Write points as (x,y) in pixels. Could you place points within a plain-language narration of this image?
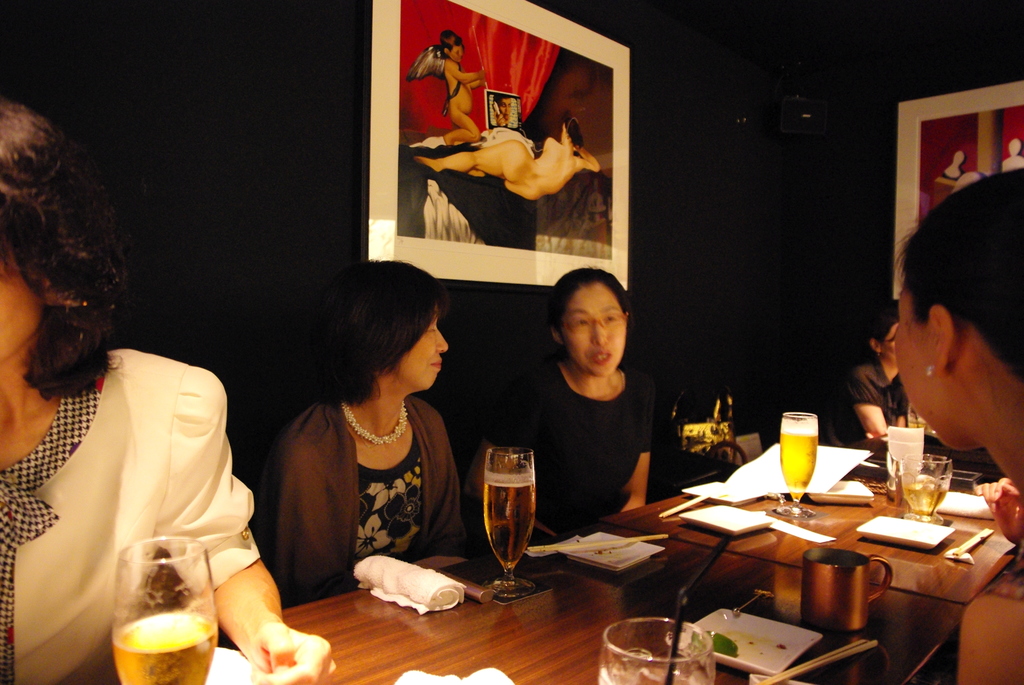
Four ladies (425,330) are sitting and talking. In front of them there is a table (675,550) and on the table (566,614) there are glasses (494,519), towels (386,570), chopsticks (604,543), plates (791,645), mug (832,565), and many other items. A lady (155,438) on the left (94,431) is wearing a white dress (143,475). In the background (407,245) there is a black wall (644,155) with two photo frames (578,157).
